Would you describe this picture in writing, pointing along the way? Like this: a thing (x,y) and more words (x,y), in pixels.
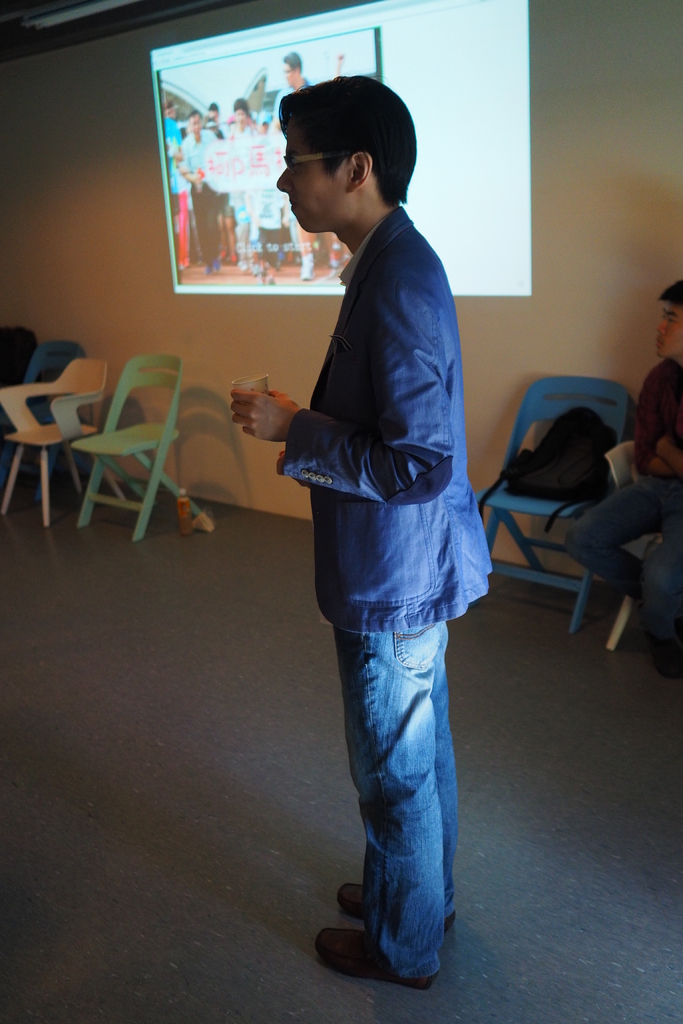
In the image we can see there is a person (369,467) who is standing and beside him there is a man (672,504) who is sitting on chair (578,508) and on chair (562,511) there is a backpack (540,476). The man (243,395) who is standing holding glass (249,385) and behind him on the wall (221,19) there is a projector screen (186,259).
